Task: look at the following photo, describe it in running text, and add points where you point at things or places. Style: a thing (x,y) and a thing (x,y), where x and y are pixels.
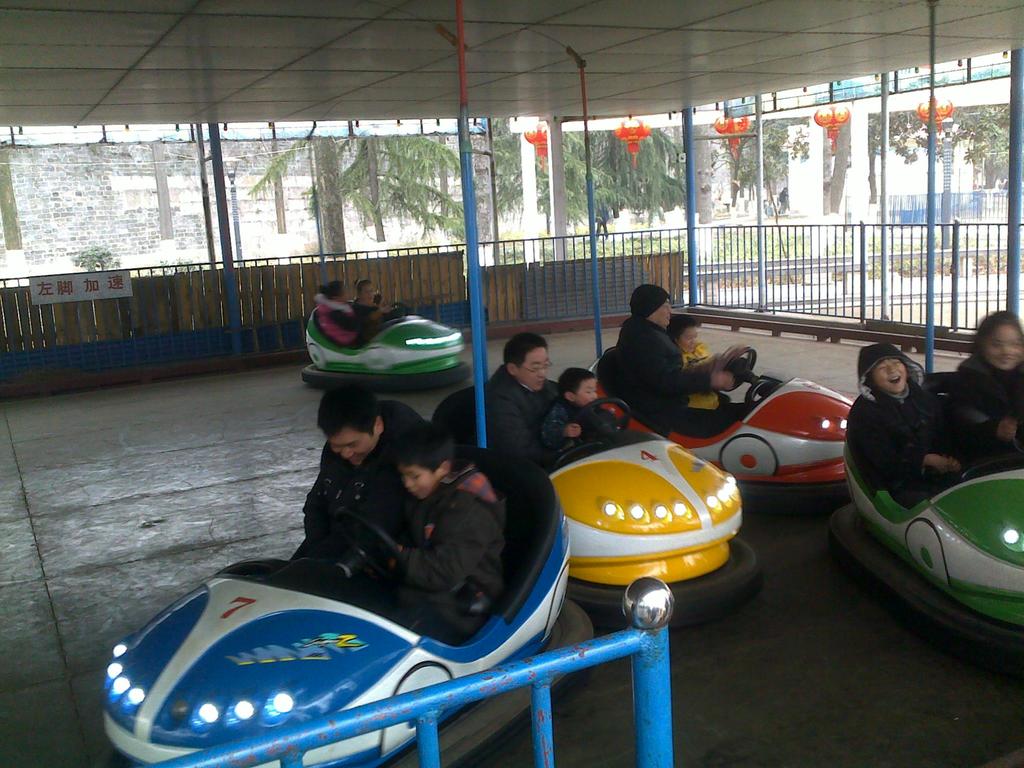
In the image we can see there are many people (550,436) wearing clothes (536,438) and they are sitting in the car (326,609). This is an electric toy car (431,351), this is a pole (466,111), fence (893,272) and trees (428,191).
